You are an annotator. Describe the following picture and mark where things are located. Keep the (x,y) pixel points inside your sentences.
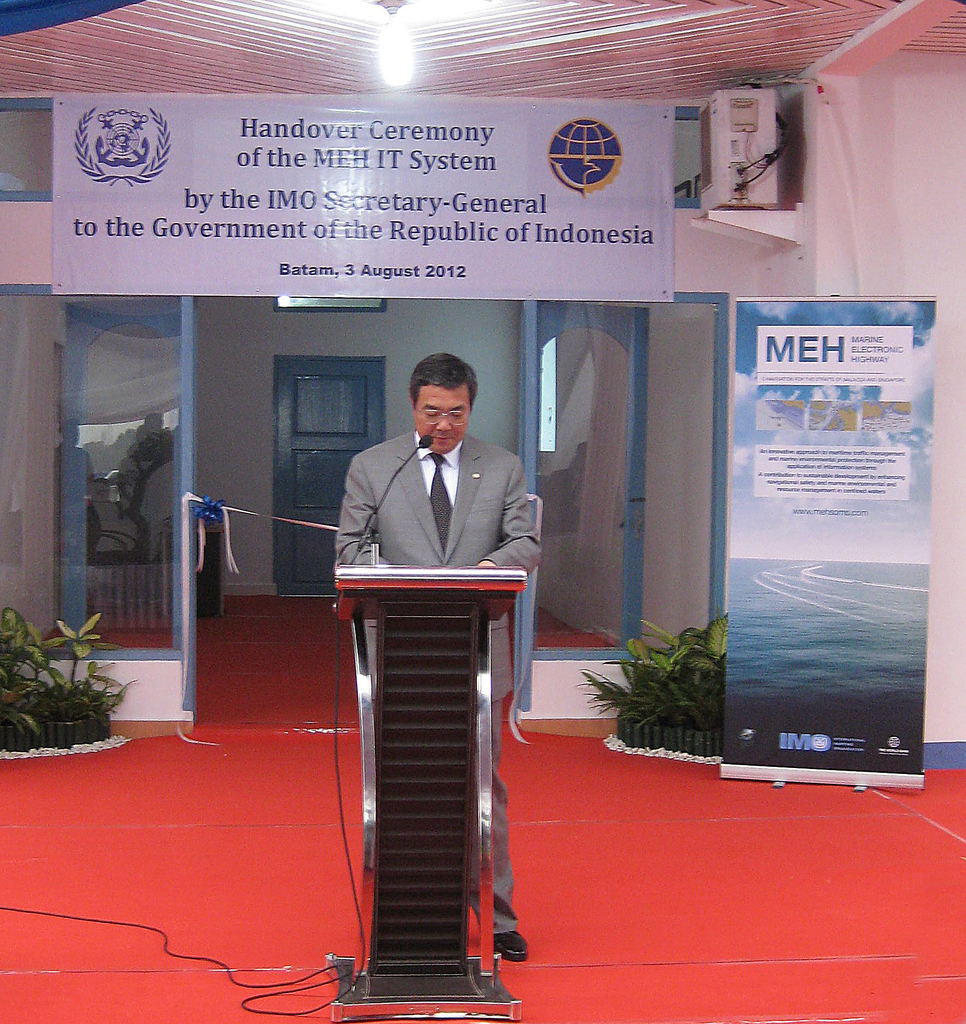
In the picture I can see a man (482,551) is standing on a red carpet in front of a podium (461,780). On the podium (463,975) I can see a microphone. In the background (77,632) I can see plants (105,643), banners (753,599), glass doors (564,633), light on the ceiling (282,39), a door (323,490) and some other objects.
